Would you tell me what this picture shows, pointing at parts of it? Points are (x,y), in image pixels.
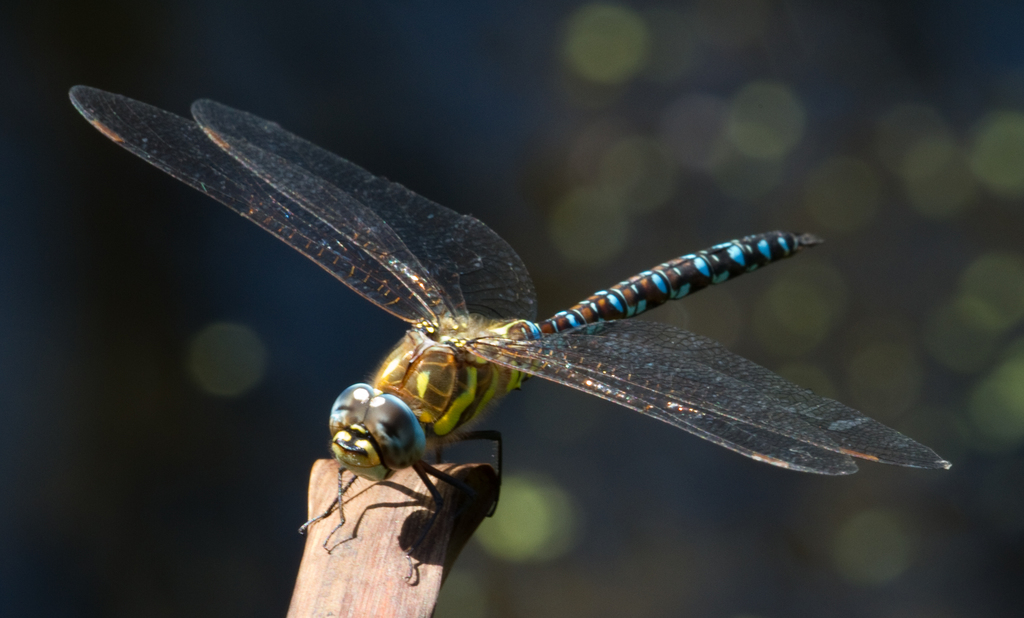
In this picture we can see a dragonfly (527,303).
